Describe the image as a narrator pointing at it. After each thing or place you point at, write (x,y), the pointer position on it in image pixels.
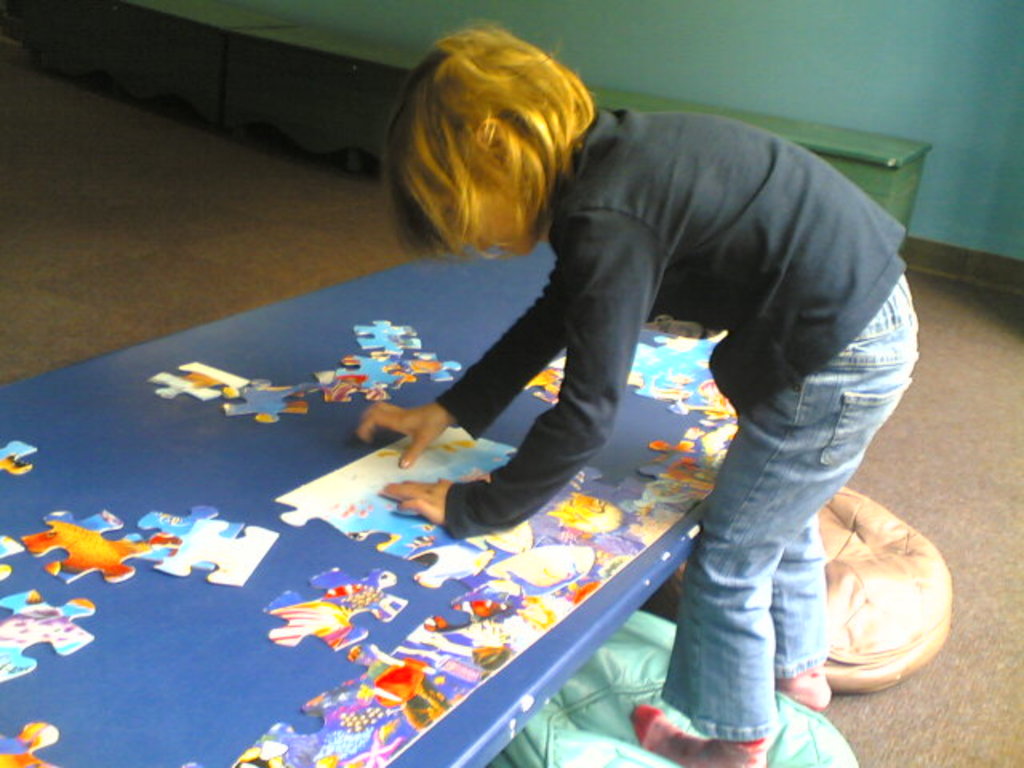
The picture consists of one child (774,507) playing with some puzzle pieces (376,531) on the table (285,481) in front of the child (724,485) and there is a big bench (748,118) at the right corner of the picture (886,187) and there are some seats (876,672) under the child (784,534).
